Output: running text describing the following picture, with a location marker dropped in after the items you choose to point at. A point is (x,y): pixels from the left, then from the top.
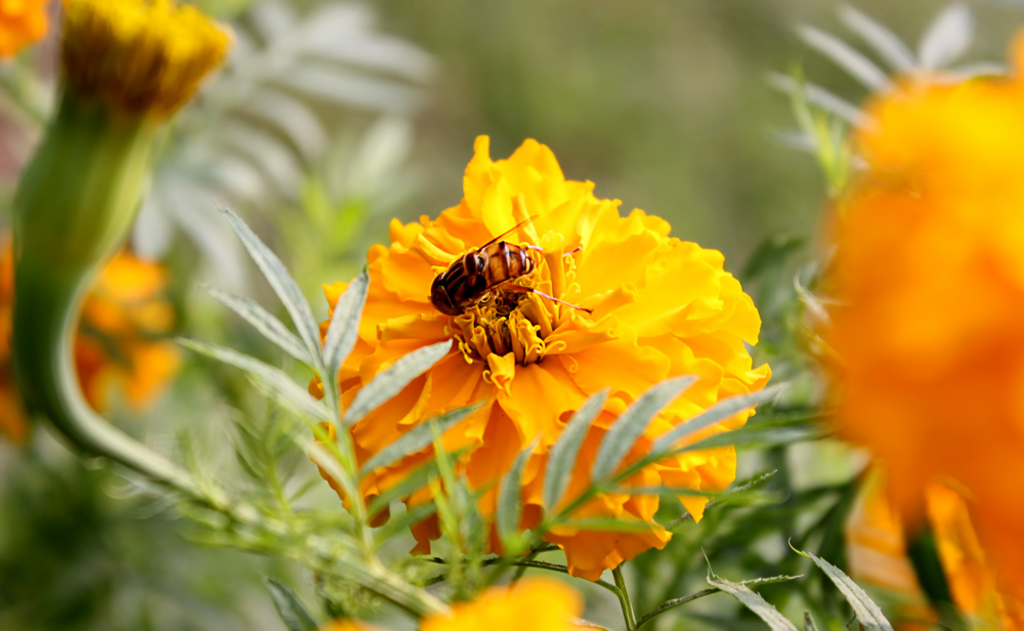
In this picture, we can see an insect (545,293) on flower (533,256), we can see some flowers (517,209), plants (667,387), and the blurred background (712,112).
